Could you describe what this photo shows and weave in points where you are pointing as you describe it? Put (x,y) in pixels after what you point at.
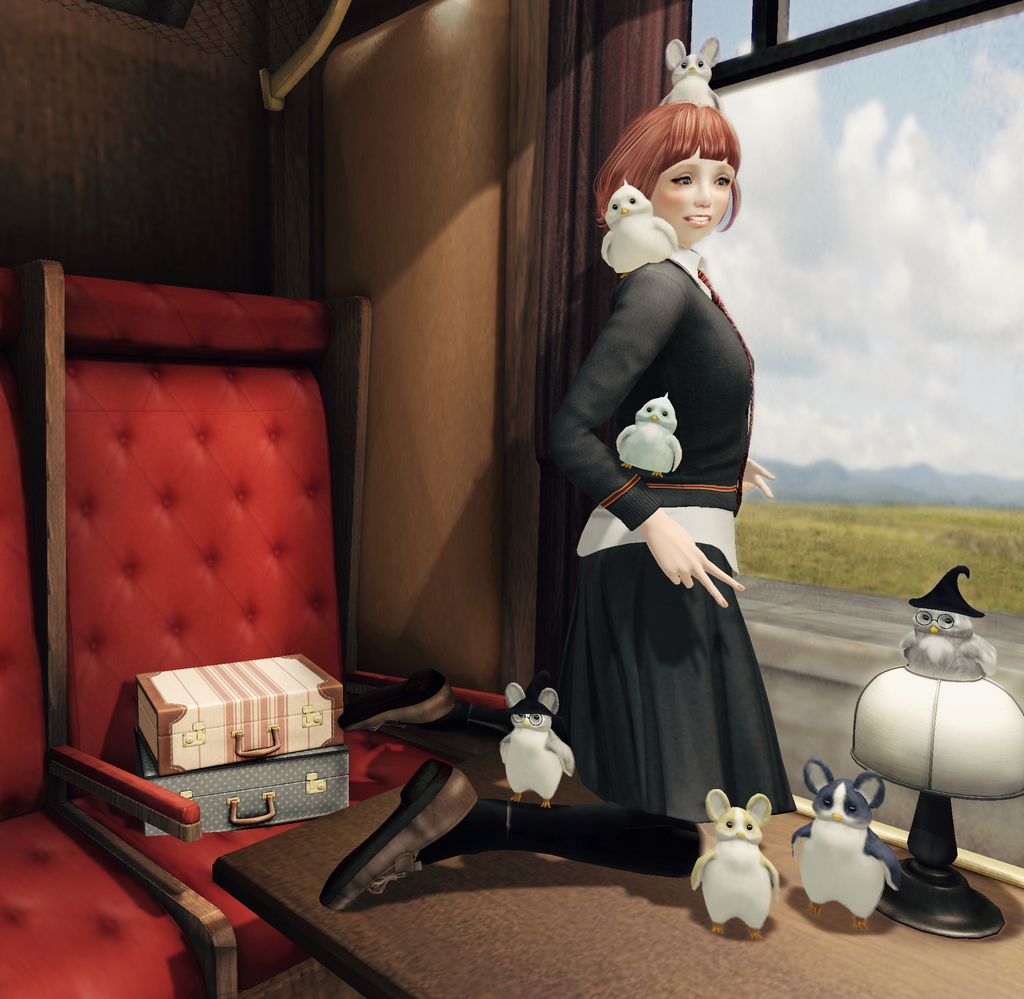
In the image there is a depiction of a girl (628,396) and around the girl (656,555) there are some animals (660,238) and behind the girl (692,404) there are two chairs (185,541), on one of the chair (289,507) there are two boxes (230,788).
